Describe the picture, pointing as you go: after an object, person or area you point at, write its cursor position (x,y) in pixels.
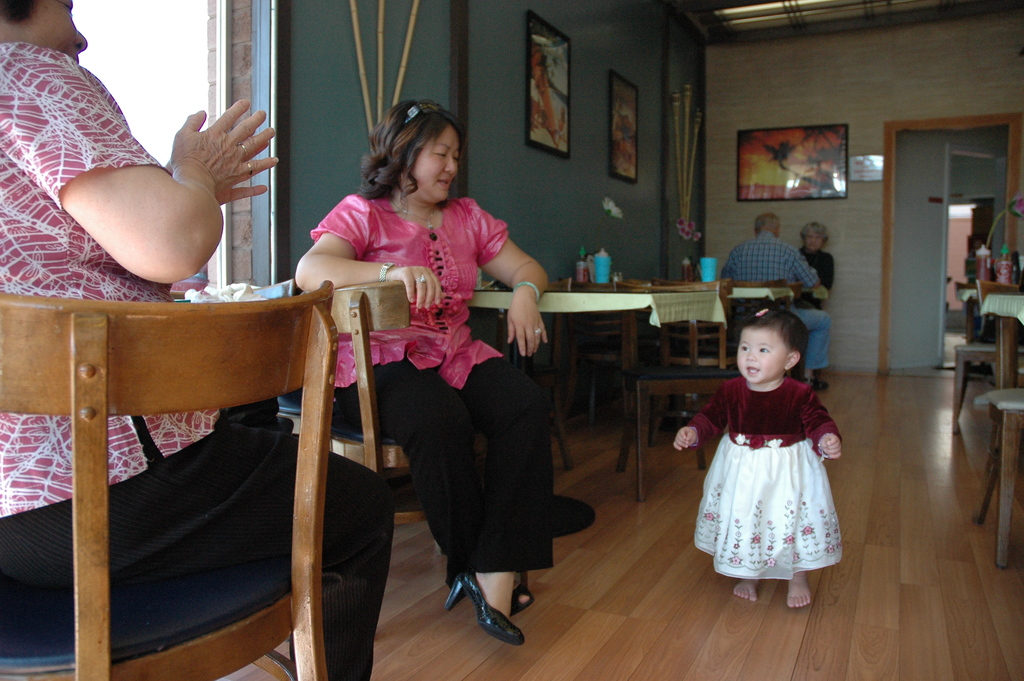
Here we can see two women (431,273) sitting on chairs (215,336) and there are tables (694,313) present in the hall (655,291) and there is a baby (752,339) in the middle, there are portraits (544,83) present on the wall (732,196).
